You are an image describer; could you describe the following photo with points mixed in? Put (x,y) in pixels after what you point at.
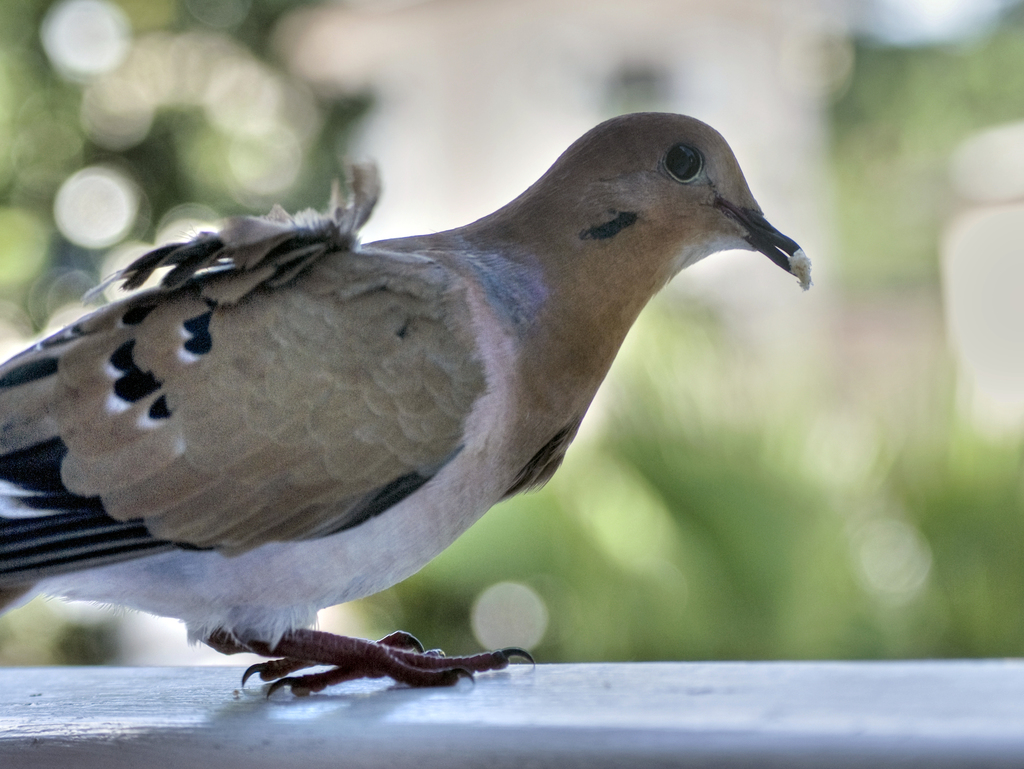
In this image we can see a bird (392,580) on the surface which looks like a wall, and the background (765,324) is blurred.
